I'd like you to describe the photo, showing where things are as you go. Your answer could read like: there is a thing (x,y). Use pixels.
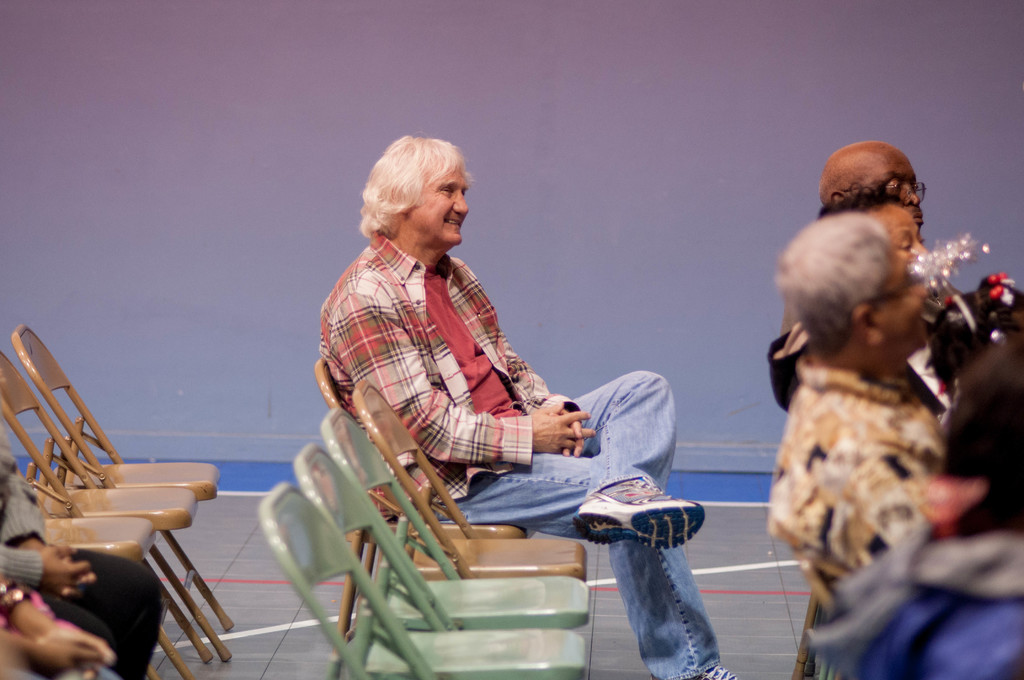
Here in this picture you can see a man (431,334) with red checks shirt (396,353) and a red t-shirt (489,381) sitting on a chair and smiling. In the front (901,349) row there are some people (848,405). In the back (401,555) row there are some empty chairs (117,491). Into the left bottom corner we can see persons (53,583) sitting and there are some empty chairs (414,535).
